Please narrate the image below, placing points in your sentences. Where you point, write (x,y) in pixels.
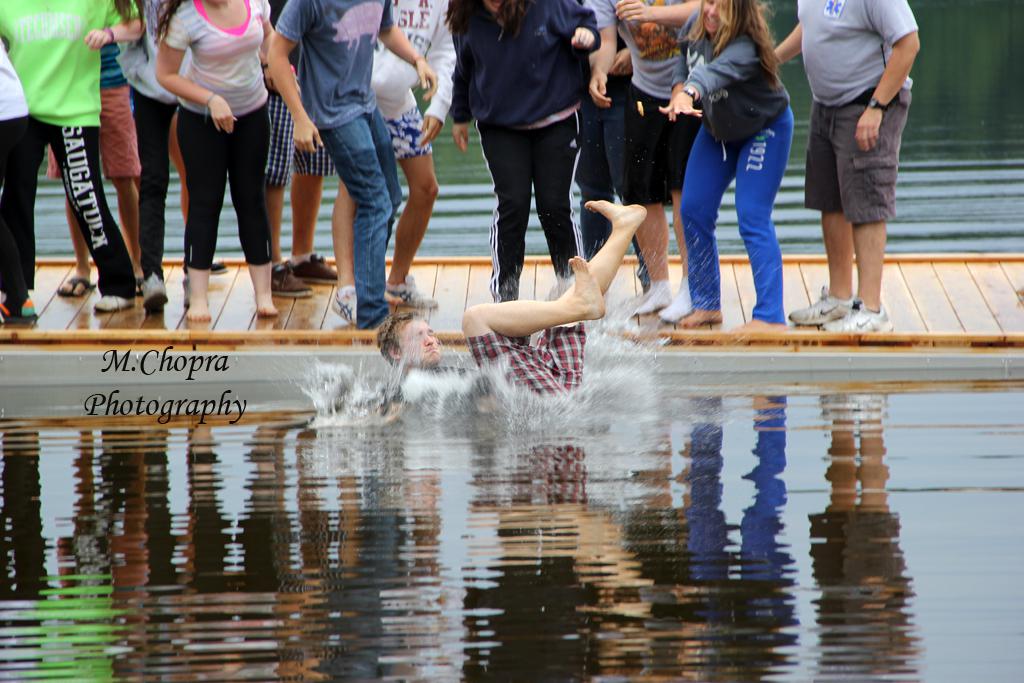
In the image we can see there is a man (497,362) lying down on the water (499,373) and there are people (345,107) standing on the footpath (53,342).
